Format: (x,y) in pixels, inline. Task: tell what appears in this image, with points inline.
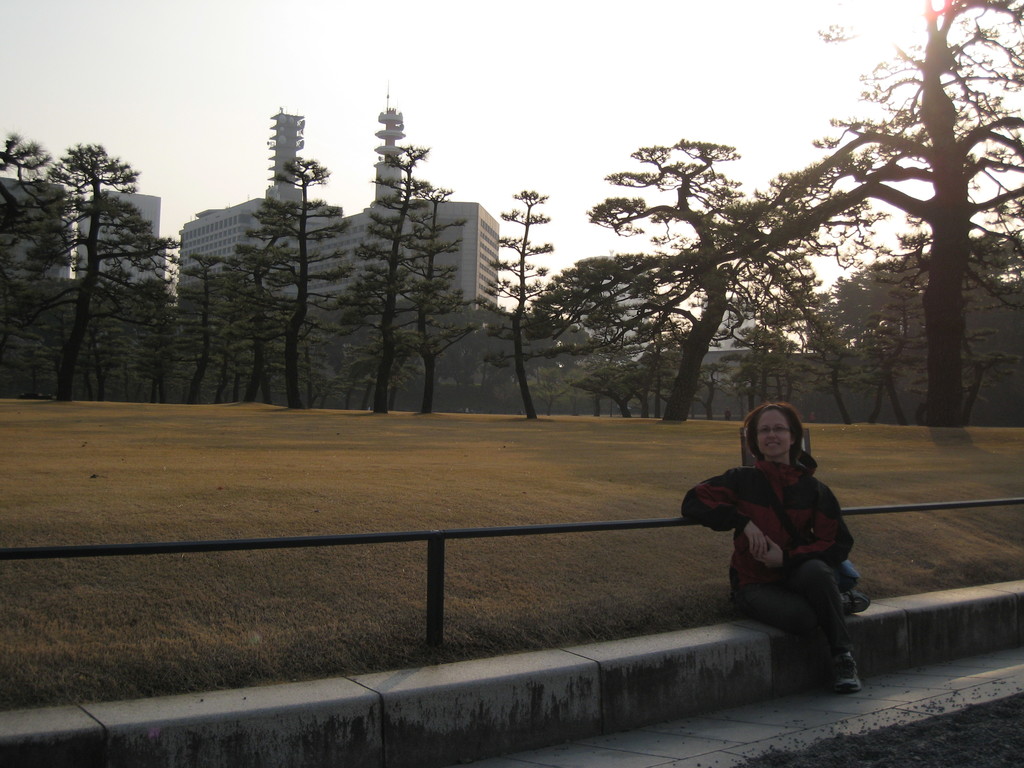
As we can see in the image in the front (764,549) there is a woman (762,525) sitting in the front (752,589). In the background (261,358) there are trees (469,305) and buildings (347,261). On the top (201,10) there is sky (307,24).
